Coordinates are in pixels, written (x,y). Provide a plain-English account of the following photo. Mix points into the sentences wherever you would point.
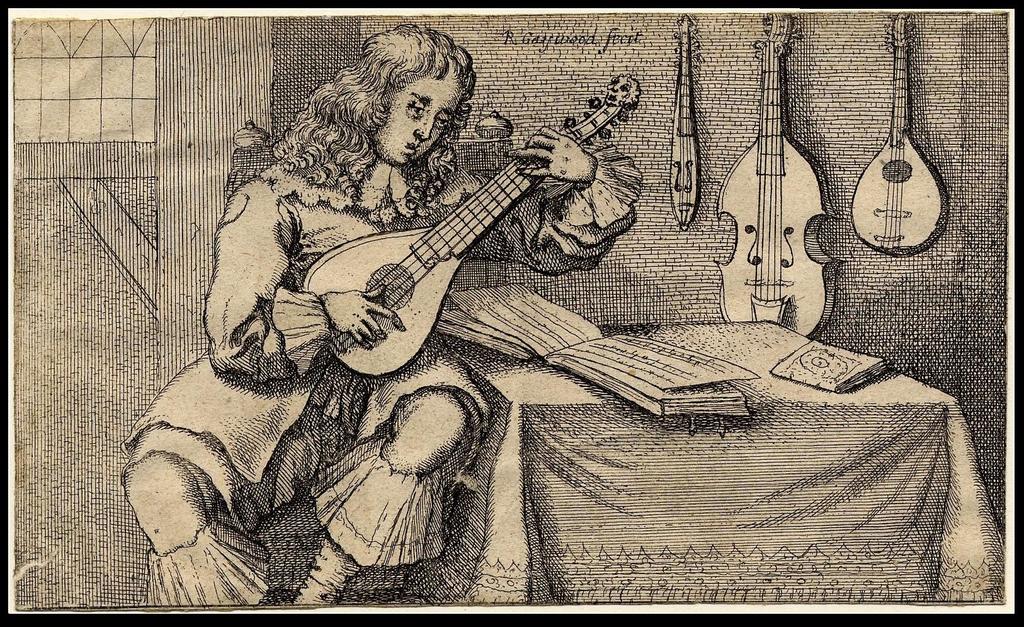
In this picture, we see an art (420,354) of the man (318,354) playing guitar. Beside him, we see a table (585,415) on which books (547,342) are placed. Behind him, we see a wall (224,105) on which musical instruments (691,105) are placed.
